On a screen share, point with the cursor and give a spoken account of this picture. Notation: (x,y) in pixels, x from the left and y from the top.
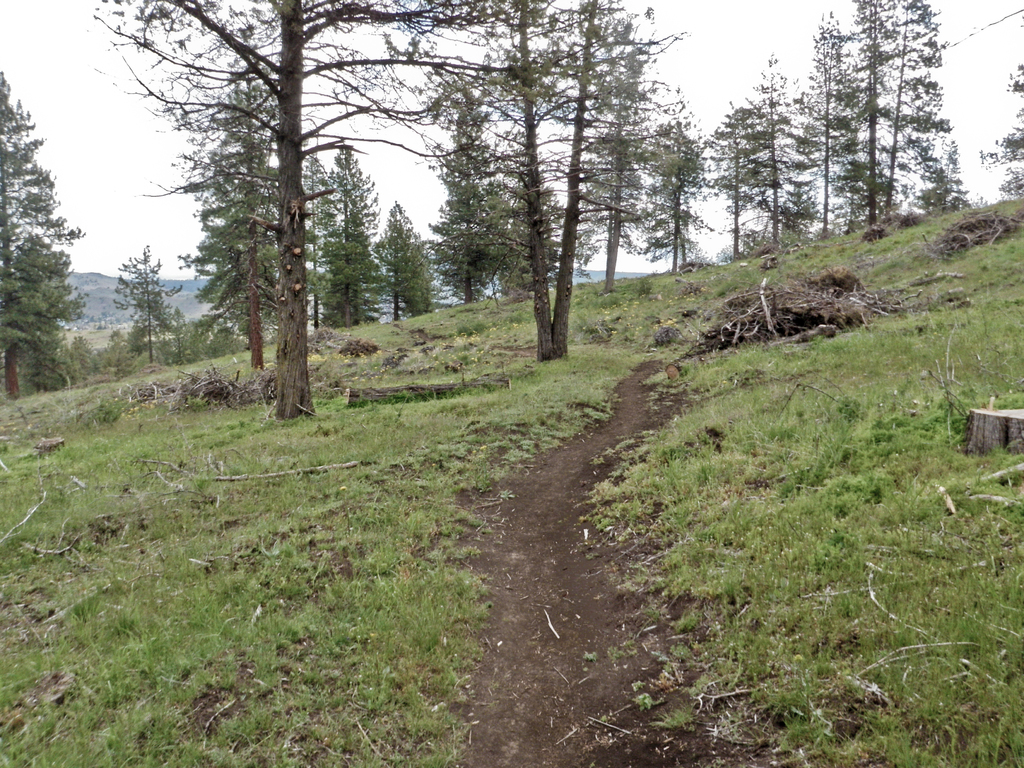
In this image I can see the many trees (35,351) and I can see the grass (387,525) on the ground (304,456). In the back (89,261) there are mountains (95,302) and the white sky (381,126).
